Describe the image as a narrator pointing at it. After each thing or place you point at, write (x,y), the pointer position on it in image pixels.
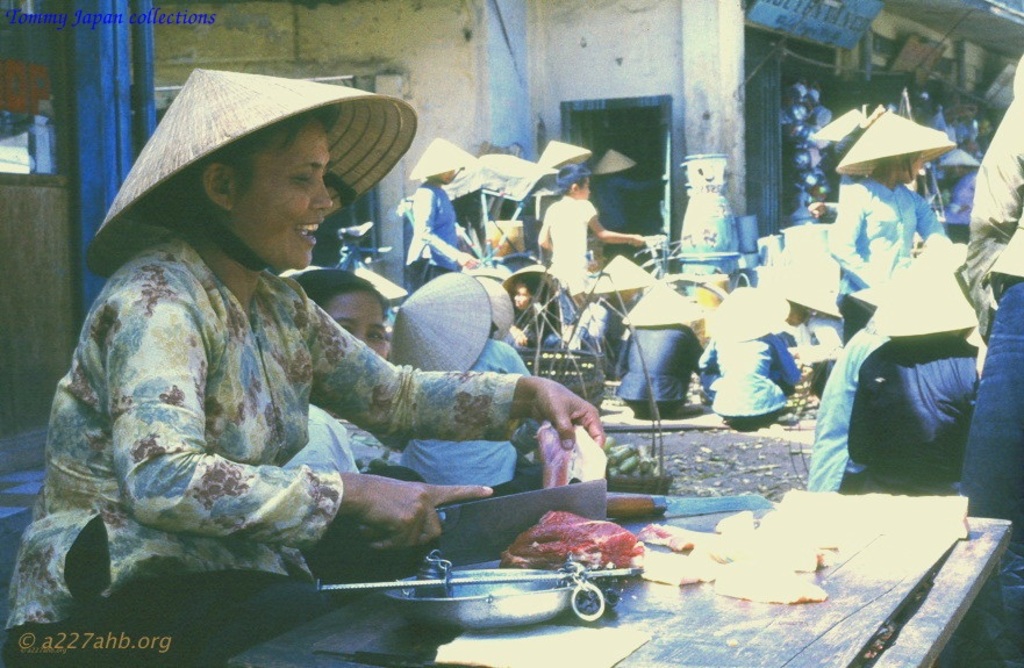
In the image there are many sitting and standing with hats (185,148) over their head (178,179), the woman (293,207) in the front (291,256) in floral dress (219,464) cutting meat (589,539) on a table (719,655) with common balance (458,608) beside the meat (559,534), it seems to be an open air market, in the back (539,70) there is a building (627,87) and stores (798,85) on the right side (823,64).
